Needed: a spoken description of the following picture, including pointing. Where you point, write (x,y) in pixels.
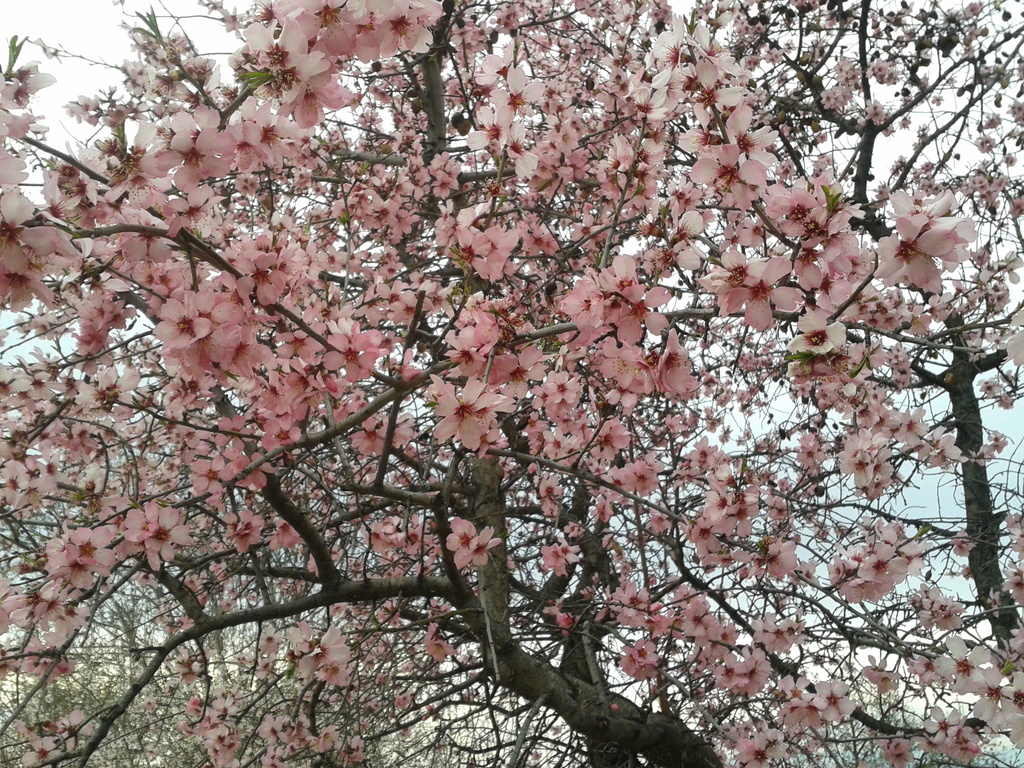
In this image, I can see trees (345,519) with flowers (348,348). In the background (927,512) there is the sky (926,499).
